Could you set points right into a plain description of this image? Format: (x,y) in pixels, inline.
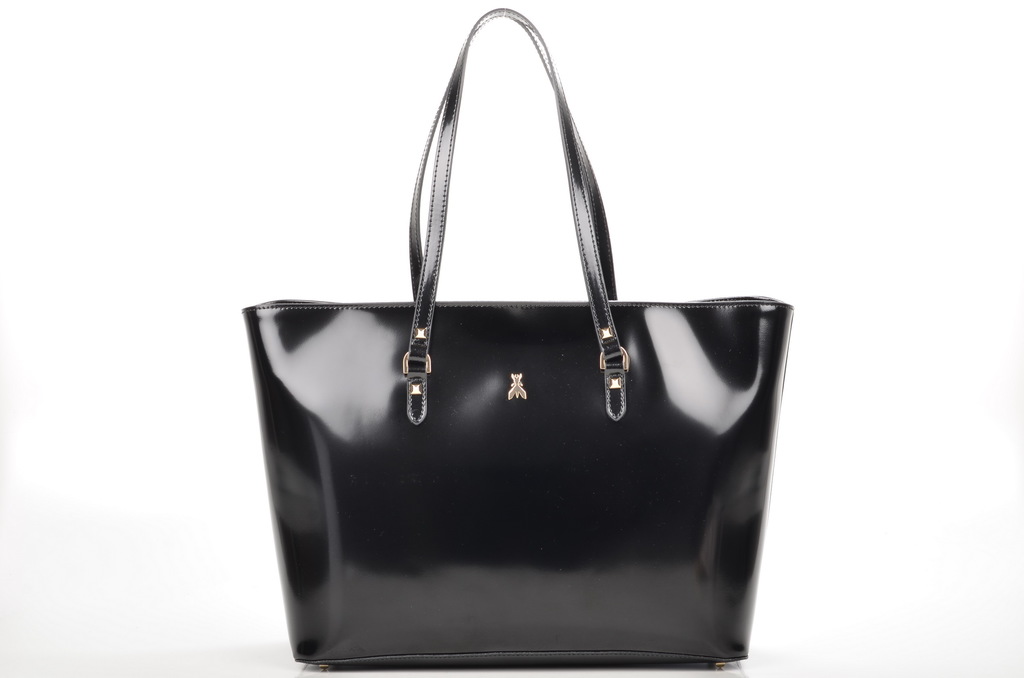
there is bag (472,358).
